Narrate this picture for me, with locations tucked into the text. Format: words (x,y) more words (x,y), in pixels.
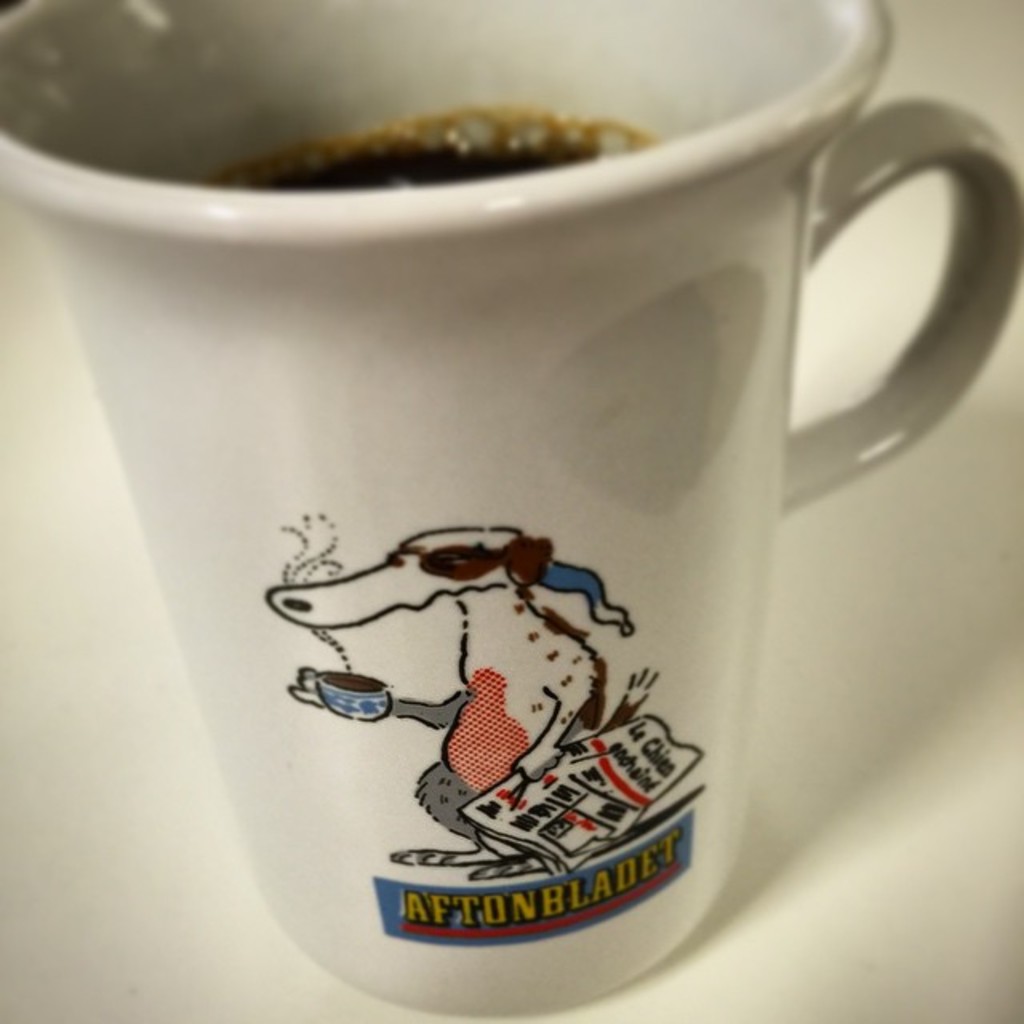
In this image I can see a cup (470,334) which is white in color with black colored liquid (509,169) in it on the white colored surface (825,822) and I can see something printed (686,858) on the cup (591,699).
